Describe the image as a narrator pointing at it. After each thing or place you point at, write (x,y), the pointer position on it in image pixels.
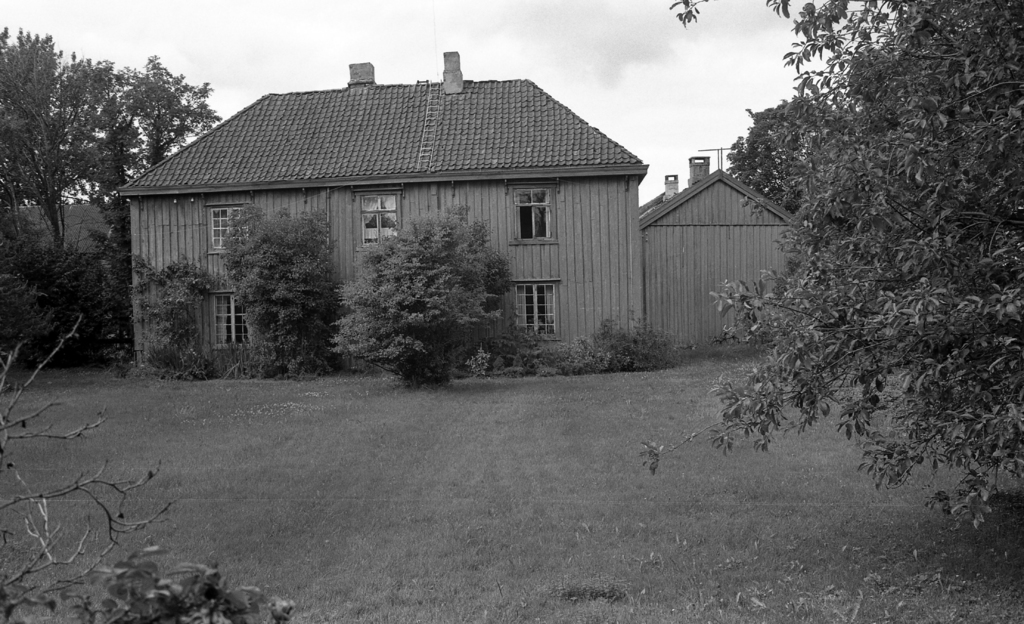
In this picture I can see a house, there are plants (139,588), trees (856,220), and in the background (600,39) there is the sky (421,55).
